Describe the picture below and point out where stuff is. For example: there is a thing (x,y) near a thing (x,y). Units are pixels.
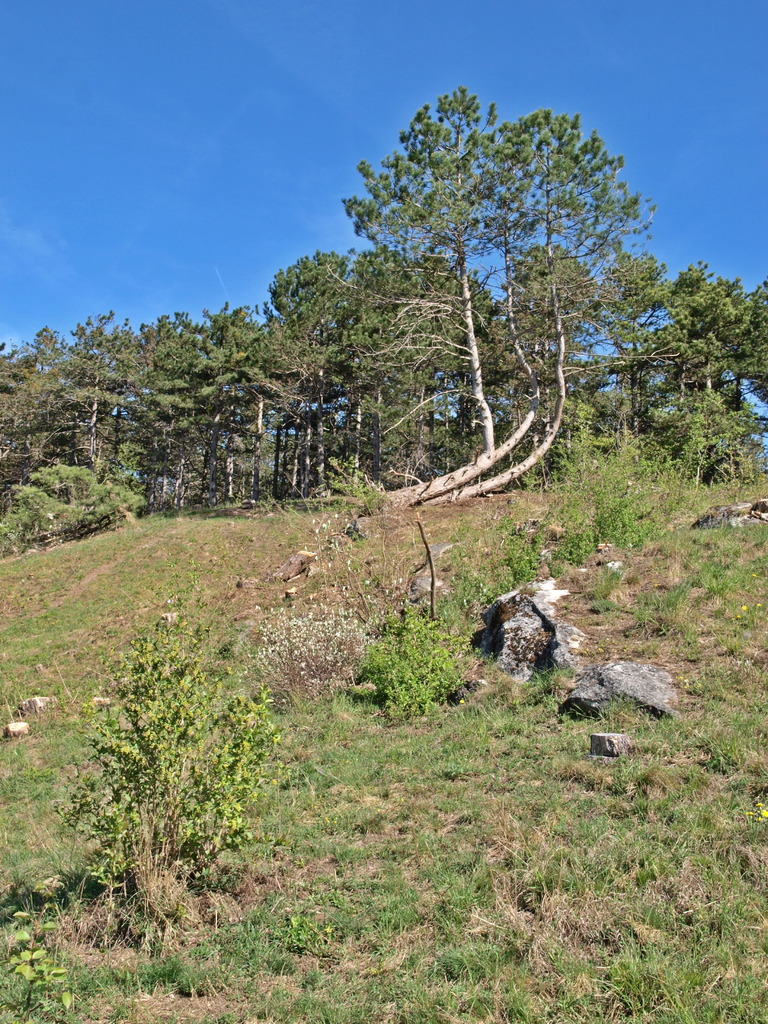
In this image there is a land (119,592) on which there is grass (420,814) and some small plants (136,814) at the bottom (465,846). At the top (434,311) there are trees (519,353). On the right side (572,665) there are stones (564,630) on the ground (610,608). At the top (222,55) there is the sky (227,41).
